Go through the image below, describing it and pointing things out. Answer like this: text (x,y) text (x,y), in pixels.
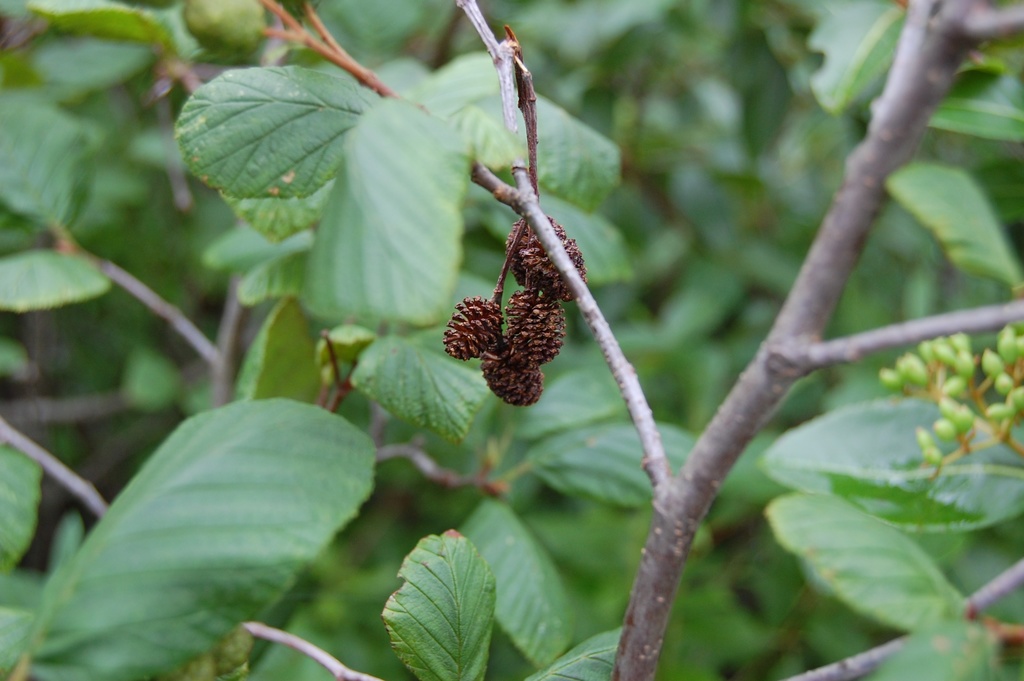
In this image there are plants (673,381) and in the center (537,319) there is a fruit (523,298) which is hanging.
